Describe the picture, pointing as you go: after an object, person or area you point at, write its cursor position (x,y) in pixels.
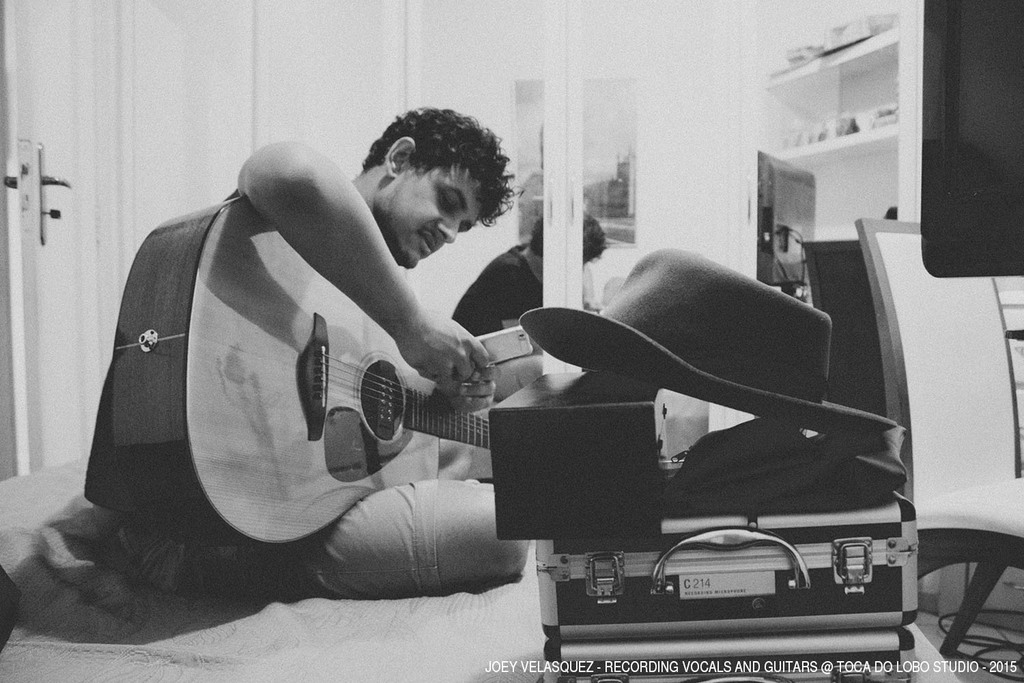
In this image, in the right side (916,603) there is a black color box (683,531) on that there is a black color hat (716,374) and in the left side (324,447) there is a man (276,224) sitting and he is holding a music instrument (300,361) which is in grey color, In the background (61,74) there is a white color door (61,156) and there is a mirror (540,109) which is in white color.
